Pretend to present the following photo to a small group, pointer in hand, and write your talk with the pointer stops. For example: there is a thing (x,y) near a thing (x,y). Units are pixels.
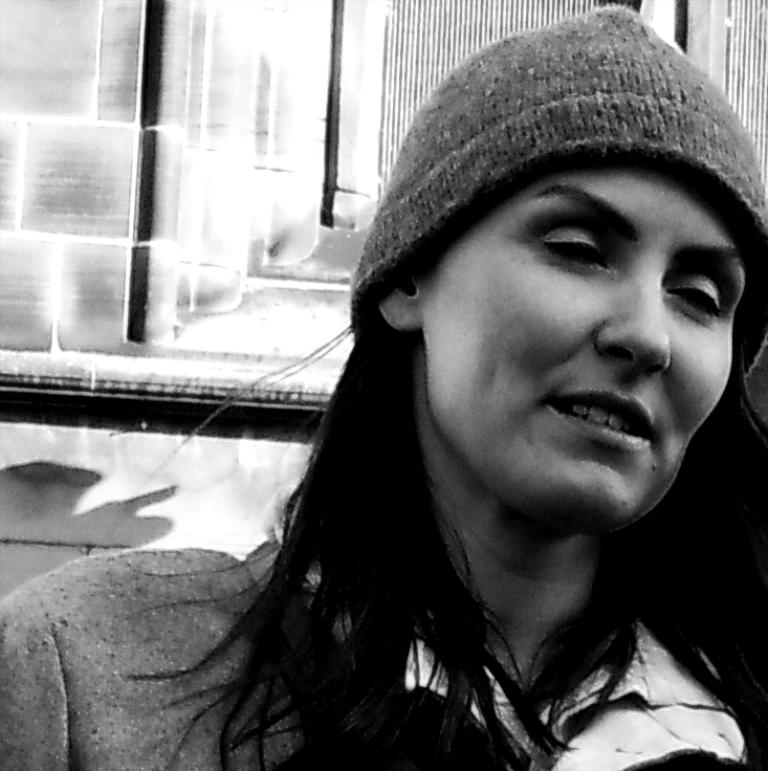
This is a black and white pic. Here we can see a woman (446,422) and she wore a cap (492,127) on her head (602,398). In the background (349,206) there is a wall (222,178) and window doors (366,49).
